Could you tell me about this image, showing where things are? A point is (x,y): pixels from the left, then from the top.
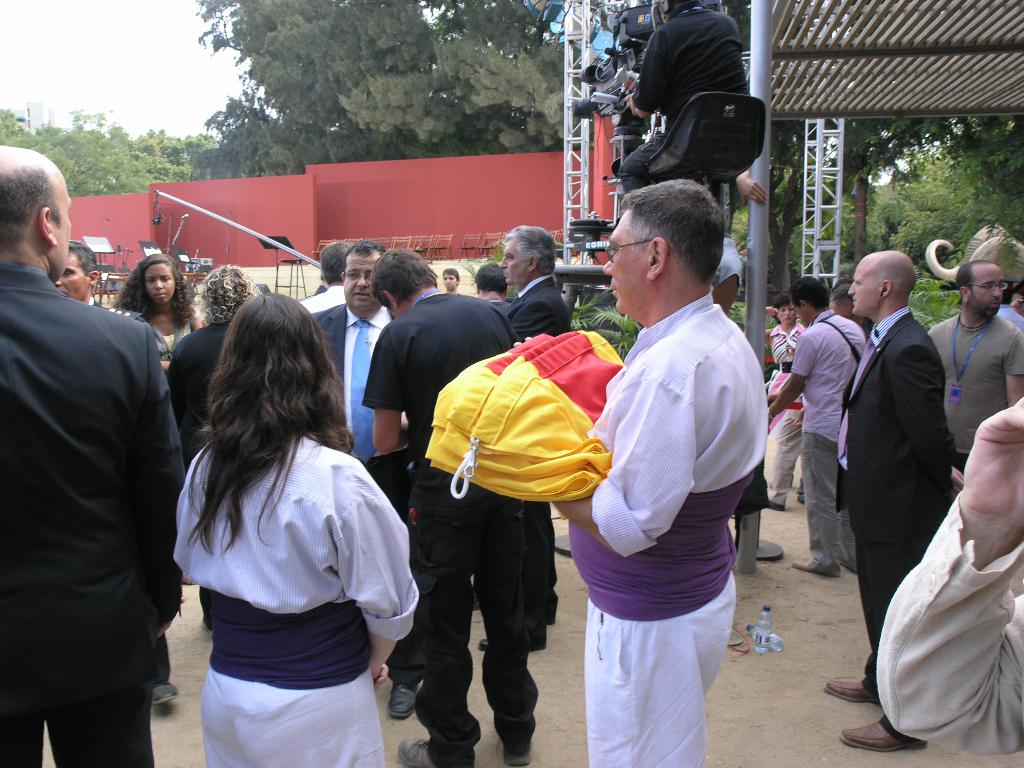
This picture describes about group of people (690,386), they are standing, on top of the image (714,27) we can see a man (646,74) is seated, in front of him we can see a camera (616,71), in the background (837,189) we can see a shed (853,56), metal rods (836,240) and trees (433,59).
